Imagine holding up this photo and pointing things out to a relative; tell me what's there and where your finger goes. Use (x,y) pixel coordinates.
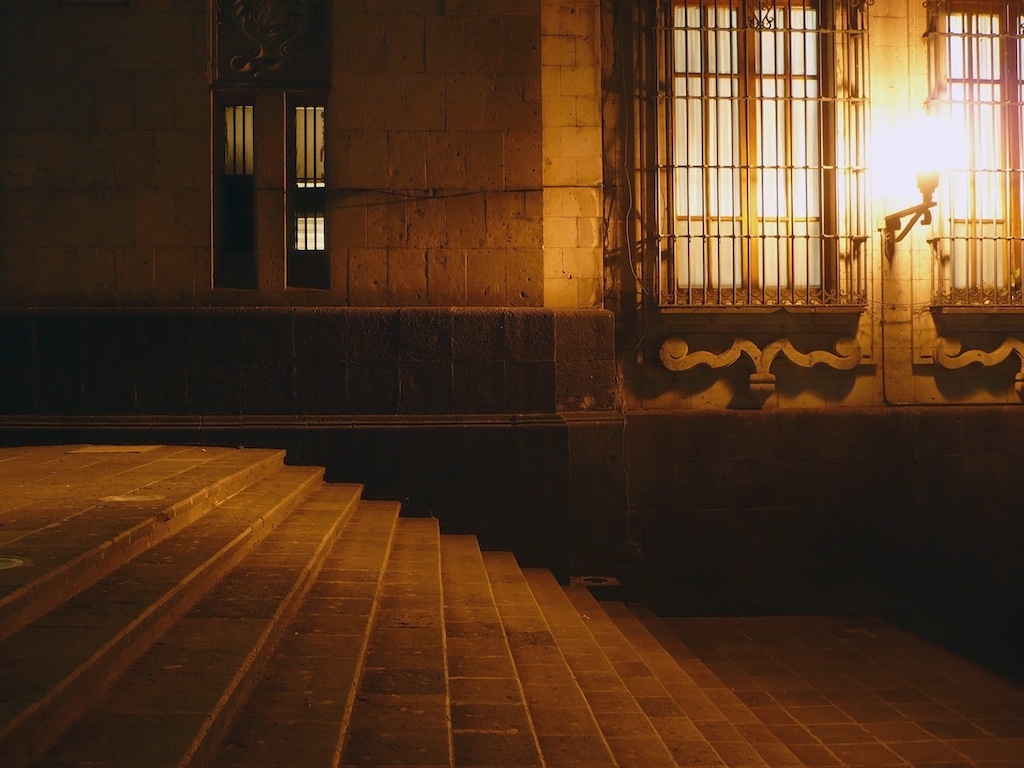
In this image at the bottom (619,674) there are stairs (168,551), and in the background (627,200) there are windows (862,141), light (901,173) and wall (399,246).
